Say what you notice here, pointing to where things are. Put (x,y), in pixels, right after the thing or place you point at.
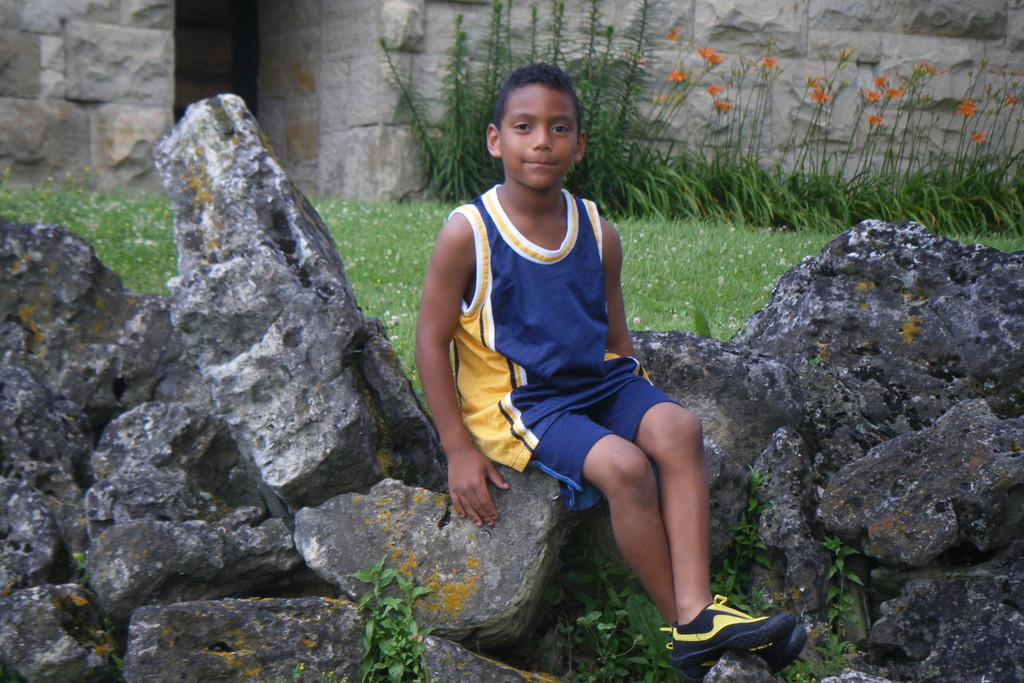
In this image we can see a boy (620,450) sitting on the rocks (509,522). We can also see the grass (121,224), plants (780,207) and also the wall (770,12) in the background (837,50).
